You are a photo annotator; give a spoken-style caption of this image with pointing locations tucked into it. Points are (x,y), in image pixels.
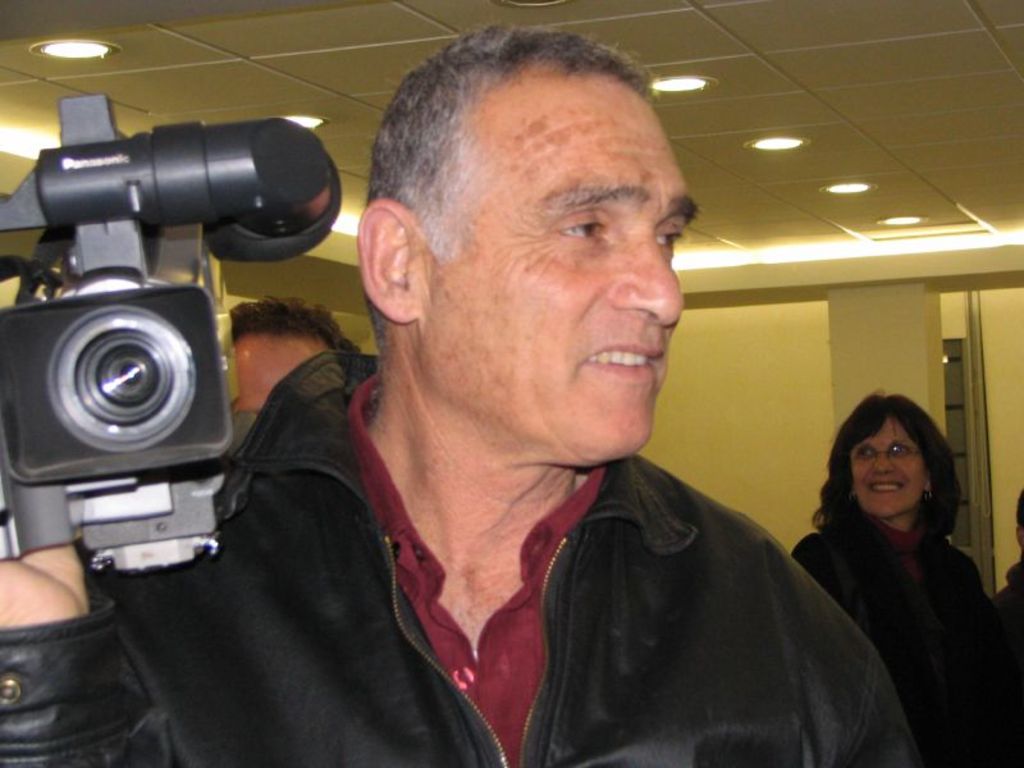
One man (505,595) wearing a black jacket (357,585) is holding a video camera (226,216) and smiling. Behind her one lady (882,510) is smiling and wearing a spectacles (868,451). On this ceiling (804,95) there are some lights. And in background (743,384) there is a wall (768,387).
